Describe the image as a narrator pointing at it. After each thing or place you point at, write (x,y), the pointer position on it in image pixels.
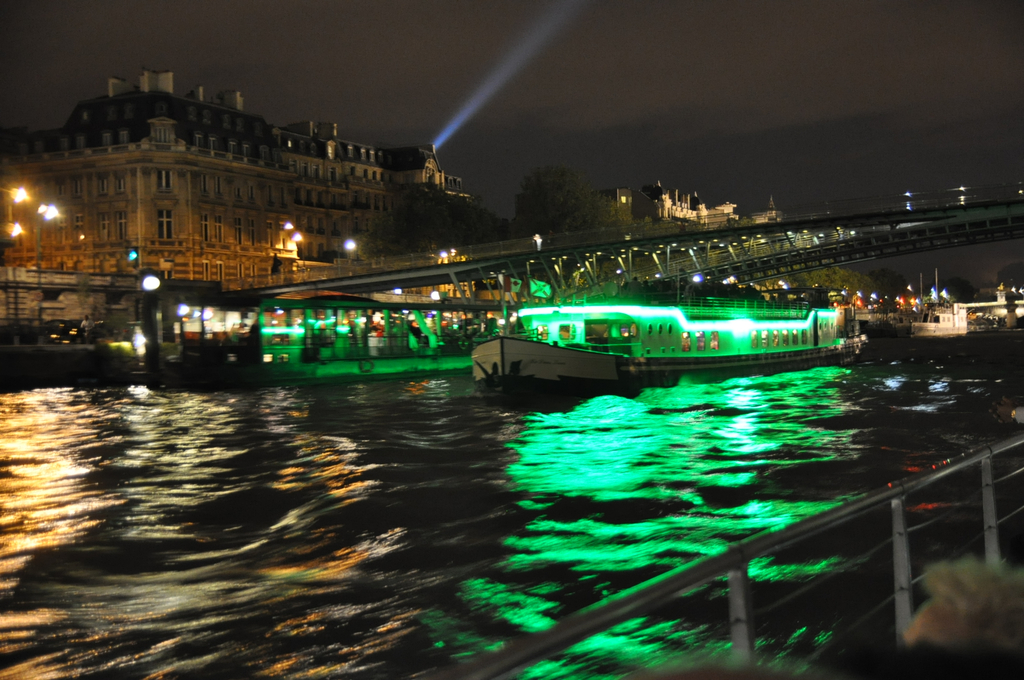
In this picture I can see boats (513,341) on the water (452,385). In the background (303,253) I can see buildings (310,237), street lights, a bridge (262,290) and the sky (935,252).
